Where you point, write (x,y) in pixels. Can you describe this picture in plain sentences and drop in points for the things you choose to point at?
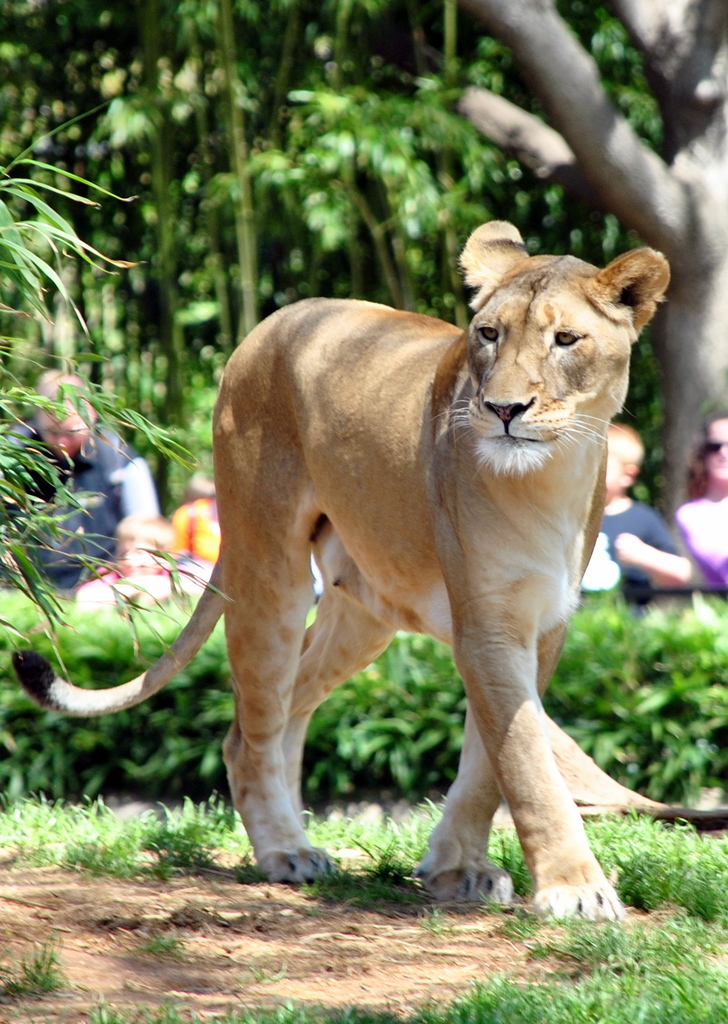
In this image there is a lioness (350,505) in the middle (366,505). In the background (311,101) there are trees (410,129). On the ground (186,895) there is grass (115,858) and sand (280,915). In the background (163,529) there are few kids (664,531) standing on the ground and watching the lioness (389,433).
